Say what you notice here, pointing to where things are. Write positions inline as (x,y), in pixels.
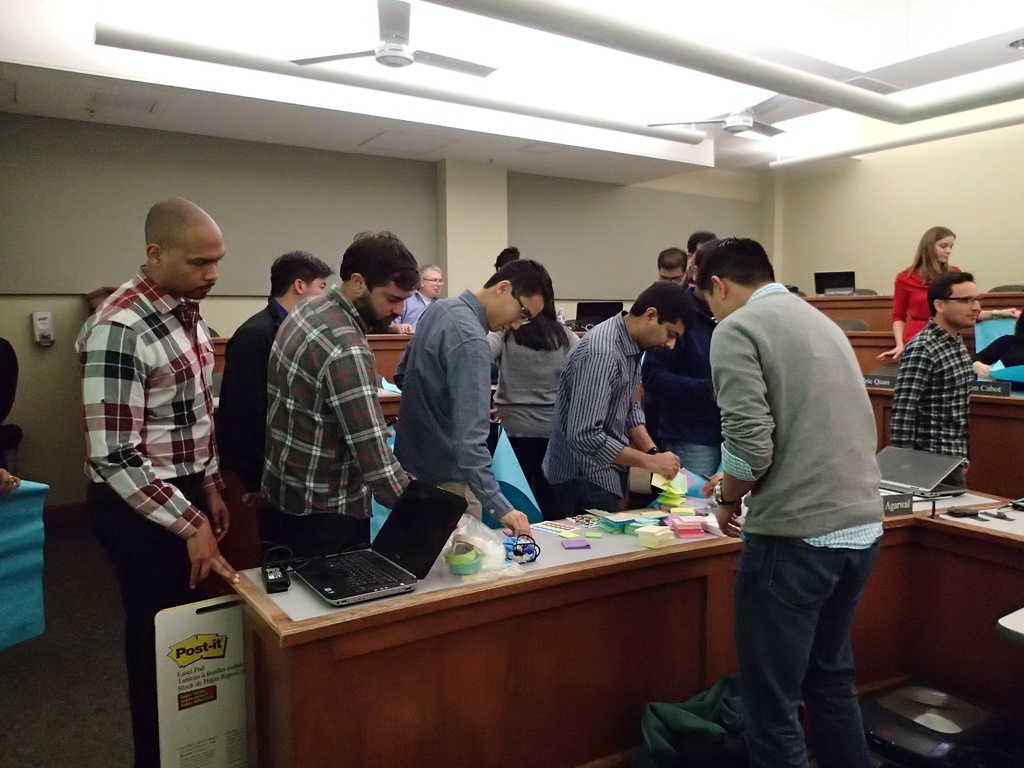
In the image there are several men (351,433) stood in line in front of table (548,588) and on the table (643,556) there is a laptop (436,552) and some accessories (646,517) on it, this seems to be like office room (900,199).
